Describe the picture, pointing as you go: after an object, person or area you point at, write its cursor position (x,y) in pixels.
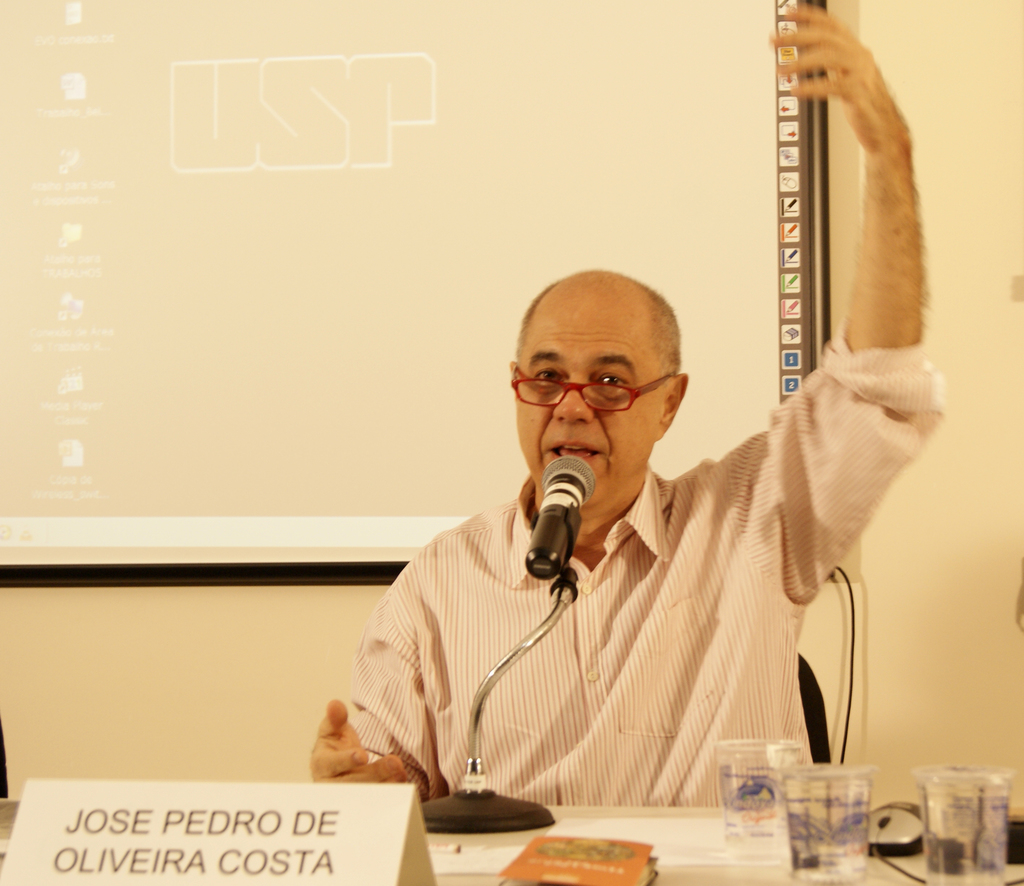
In the center of the image (667,396) we can see person (457,708) sitting at the table (428,835). On the table (462,838) we can see mic (463,801), name board (302,852), glasses (731,843) and book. In the background (179,257) there is wall (942,101) and screen (227,260).
